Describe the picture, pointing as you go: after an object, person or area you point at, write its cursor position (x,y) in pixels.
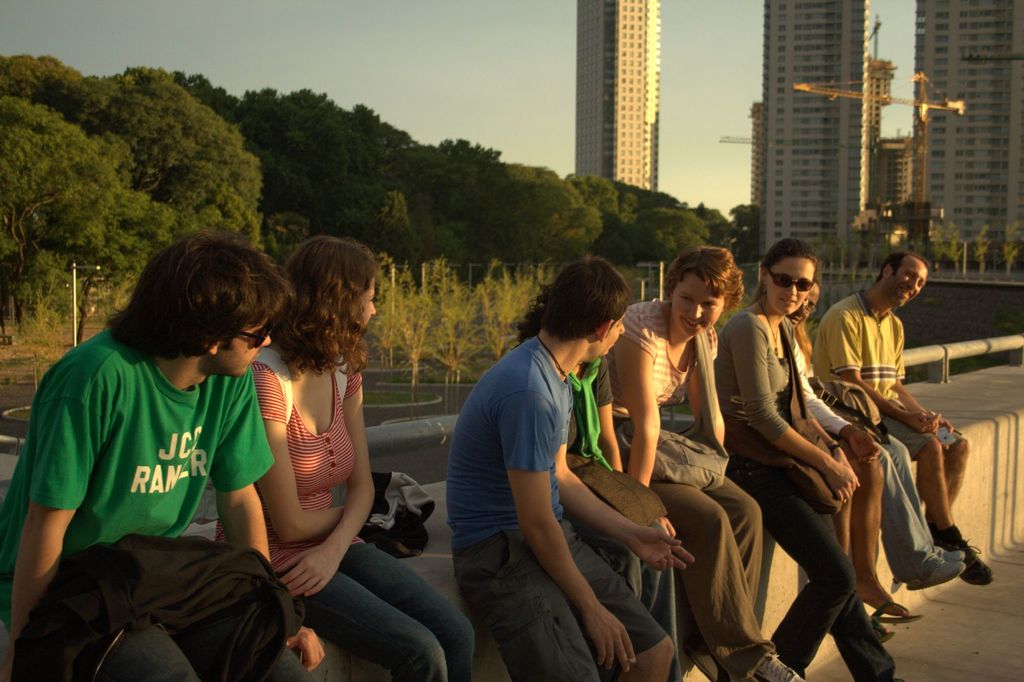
In this image we can see people (503,476) sitting on the wall (975,429). In the background (392,303) there are buildings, trees (447,257) and sky (386,66). There are poles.
